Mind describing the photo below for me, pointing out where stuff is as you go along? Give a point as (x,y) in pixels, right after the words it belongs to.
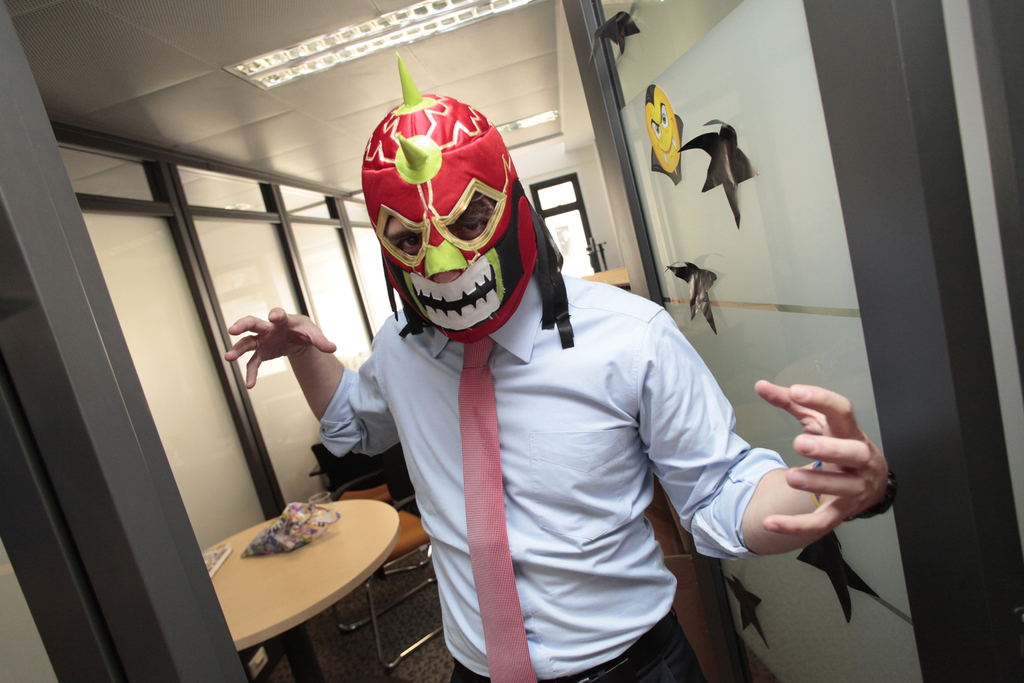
In this picture we can see a person (504,429) in a mask (452,253). Behind the person (476,600), there is a chair (354,485), table (318,542) and some objects (295,503). On the right side of the image (683,123), there are stickers (660,139) on the glass (762,559). At the top of the image (381,48), there are ceiling lights (340,39).
